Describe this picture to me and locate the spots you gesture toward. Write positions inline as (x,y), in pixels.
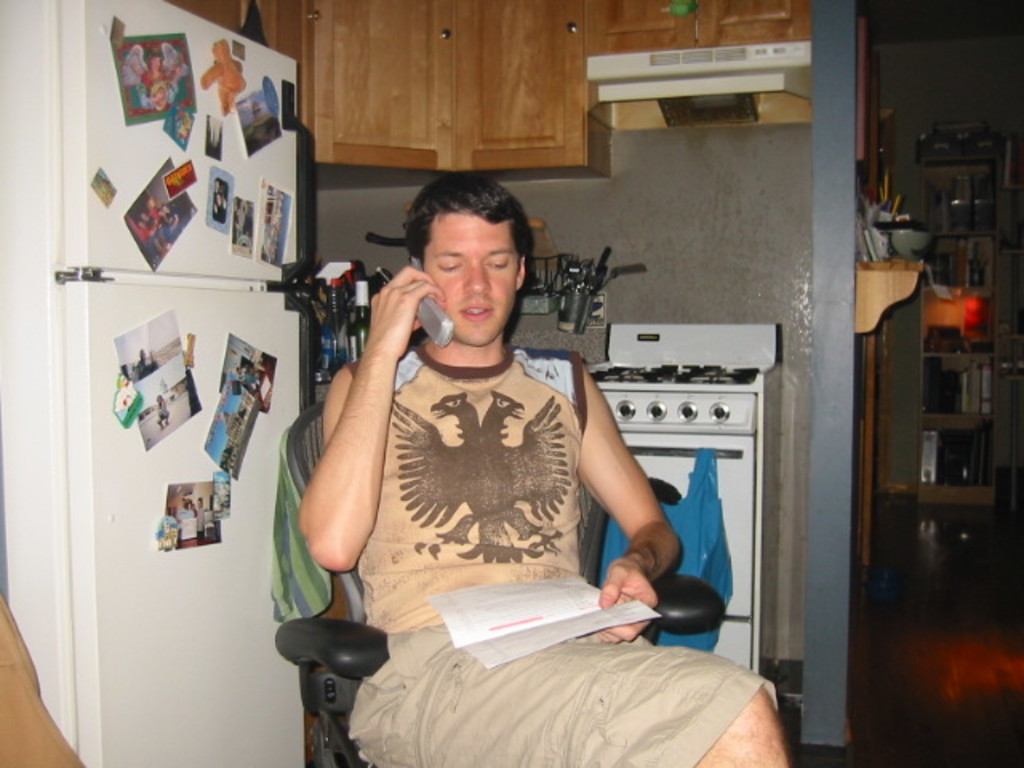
In this picture we can see a man (584,651) is sitting on a chair (314,766) and holding a paper (529,606) and in the other hand (388,338) there is a mobile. Behind the man (426,589) there is a stove (684,435) polyethylene cover (693,528), wooden cupboards (511,88) and other objects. On the left side of the man (426,479) there is a refrigerator (133,565) and on the refrigerator (130,640) there are photos (163,106). On the right side of the man (600,409) there are some objects (930,459) in the shelves (932,491).
